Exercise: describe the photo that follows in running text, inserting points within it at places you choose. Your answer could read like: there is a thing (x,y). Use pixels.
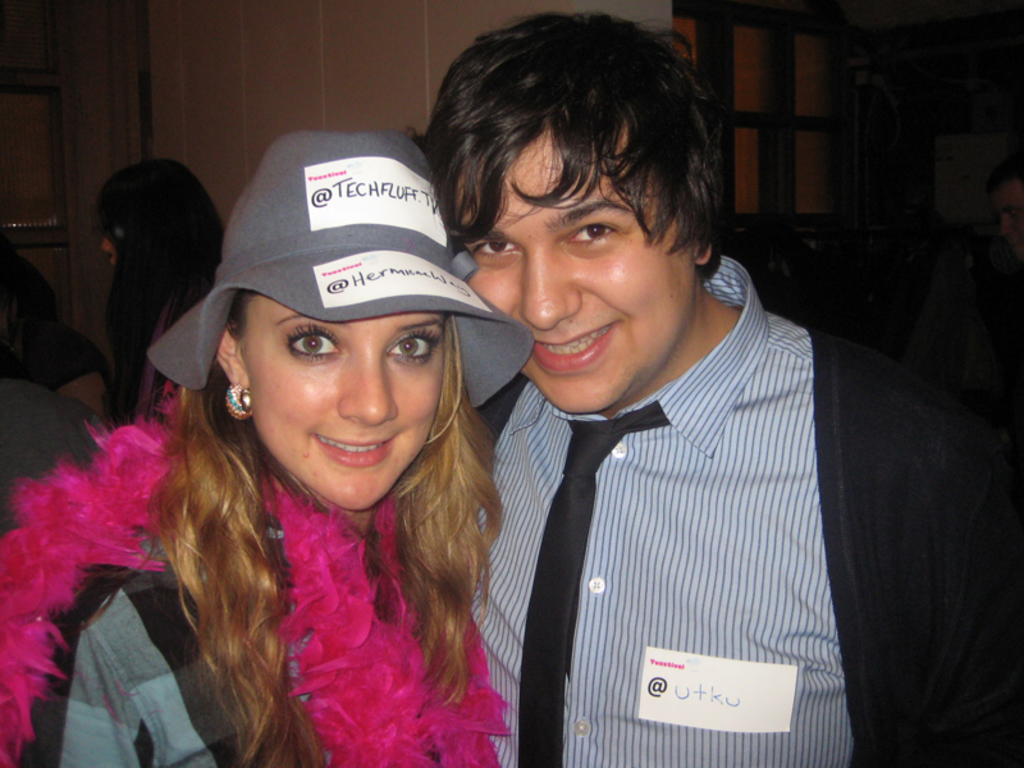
In this picture we can see a man (665,644) and a woman (345,372) standing here, a woman (238,649) wore a cap (349,308), in the background (279,72) there is a wall (294,76), we can see another person (171,265) on the left side (150,251).
